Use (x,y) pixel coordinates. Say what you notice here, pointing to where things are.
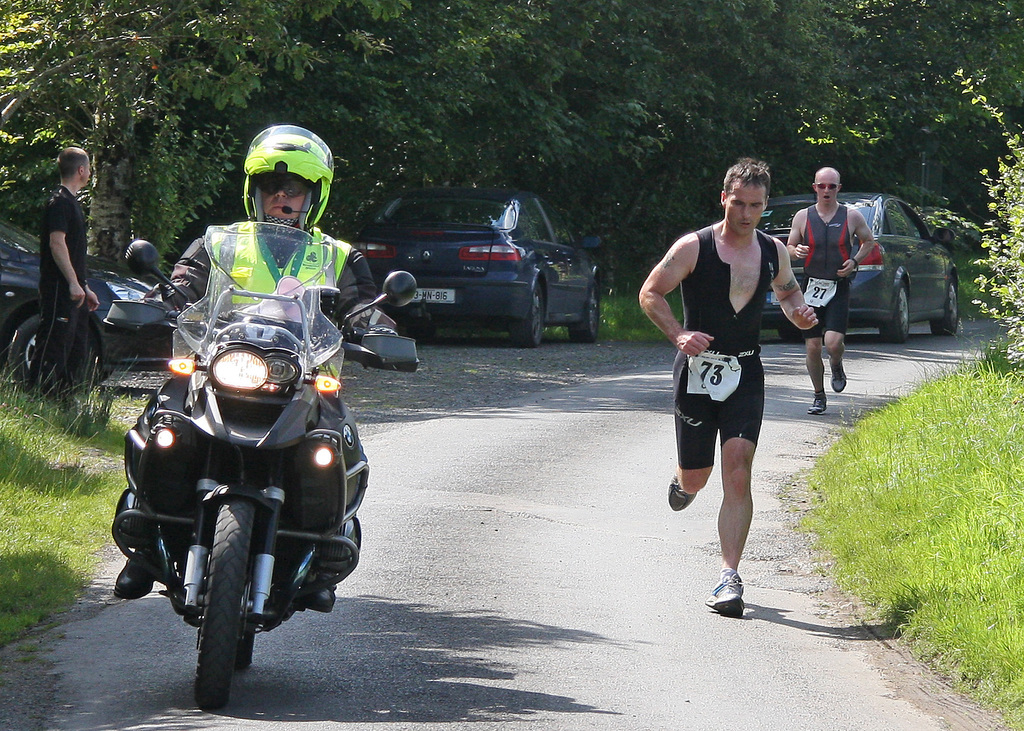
In this picture a man (288,138) is riding a two wheeler (234,299) and that two persons (802,292) running is also a car (472,230) parked and in the background (241,43) some trees (406,63).
